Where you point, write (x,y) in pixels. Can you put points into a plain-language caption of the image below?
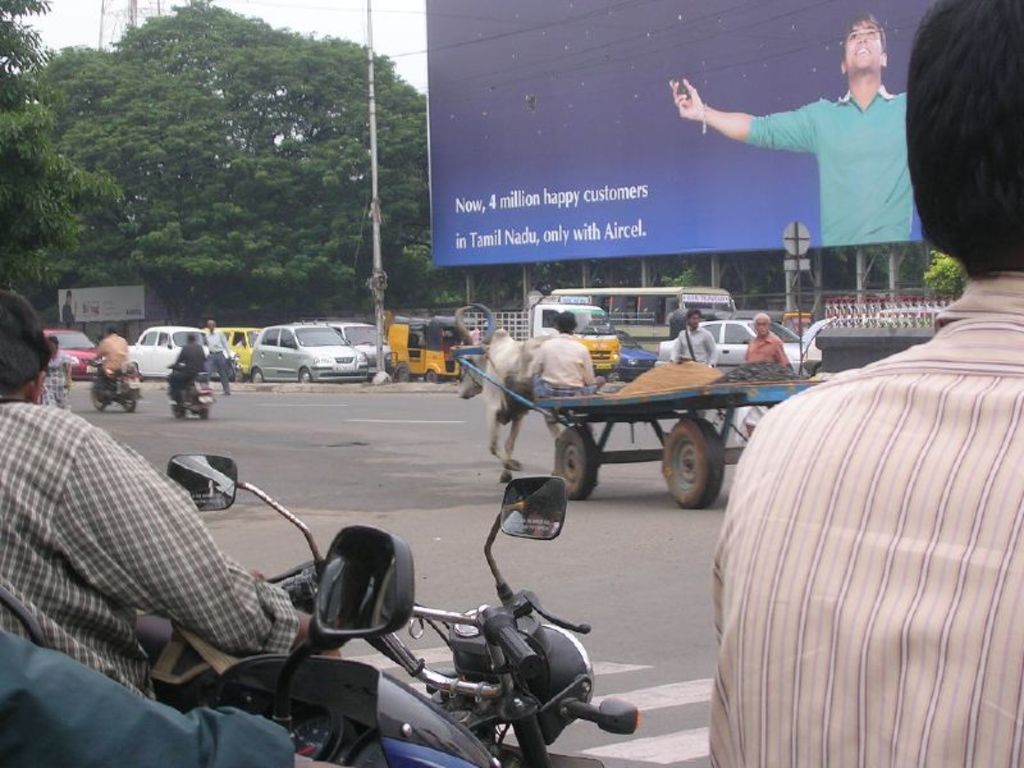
there are vehicles (277,673) at the left side (277,645) and on the right side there is a bull-cart (606,403) and person (577,388) is riding it. behind them there are many vehicles (374,330). on the right top (749,167) there is a banner (598,156) on which now 4 million happy customers in Tamil Nadu only with aircel is written. at the left corner (224,154) there are trees (183,169).
